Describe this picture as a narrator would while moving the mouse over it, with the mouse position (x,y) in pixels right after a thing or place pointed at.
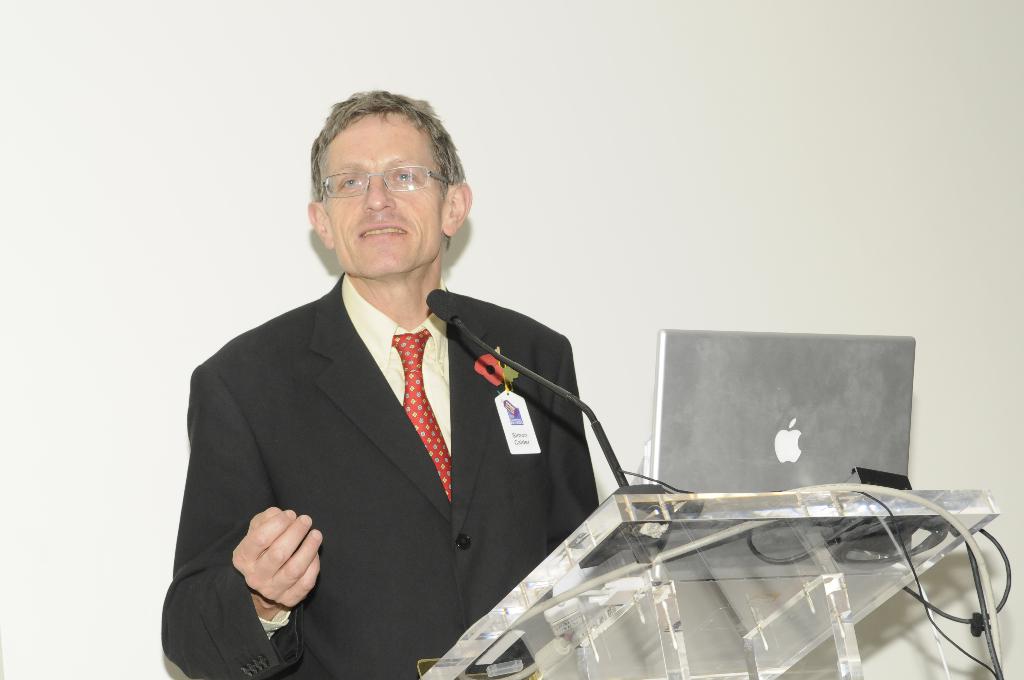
The person (414,464) wearing suit (407,507) is standing and there is a laptop (680,481) and mic (652,495) placed on a stand (779,567) in front of him.
